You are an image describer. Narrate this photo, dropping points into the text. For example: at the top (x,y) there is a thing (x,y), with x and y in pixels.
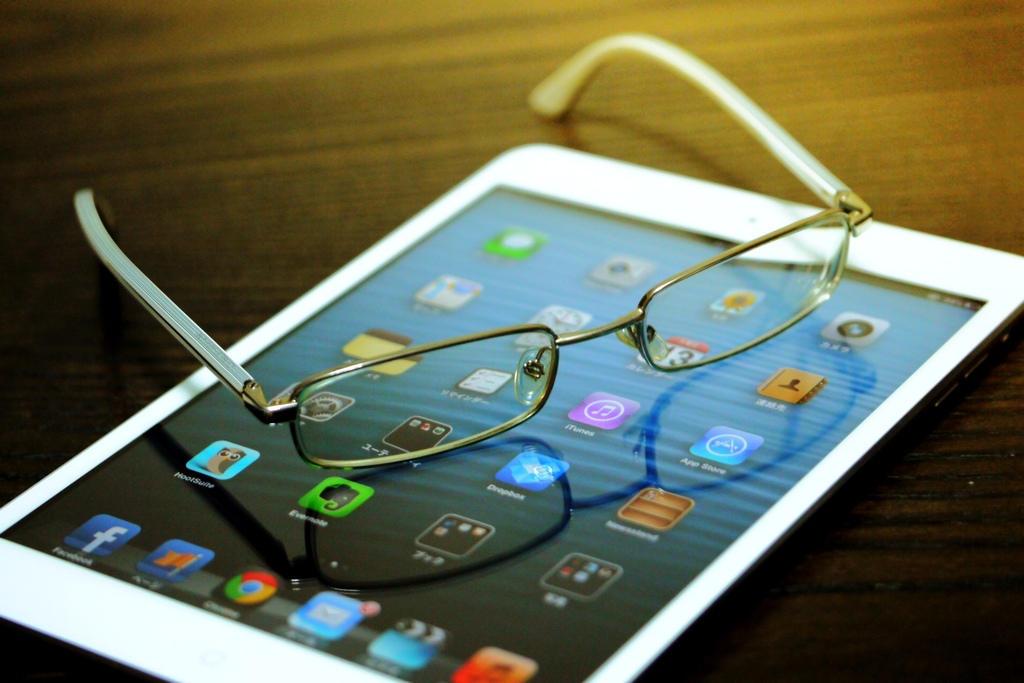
In this picture we can a tab (418,419) and spectacles (517,415) on the table (944,539). In the tab (545,410) we can see the apps (355,348) and text (437,558).
